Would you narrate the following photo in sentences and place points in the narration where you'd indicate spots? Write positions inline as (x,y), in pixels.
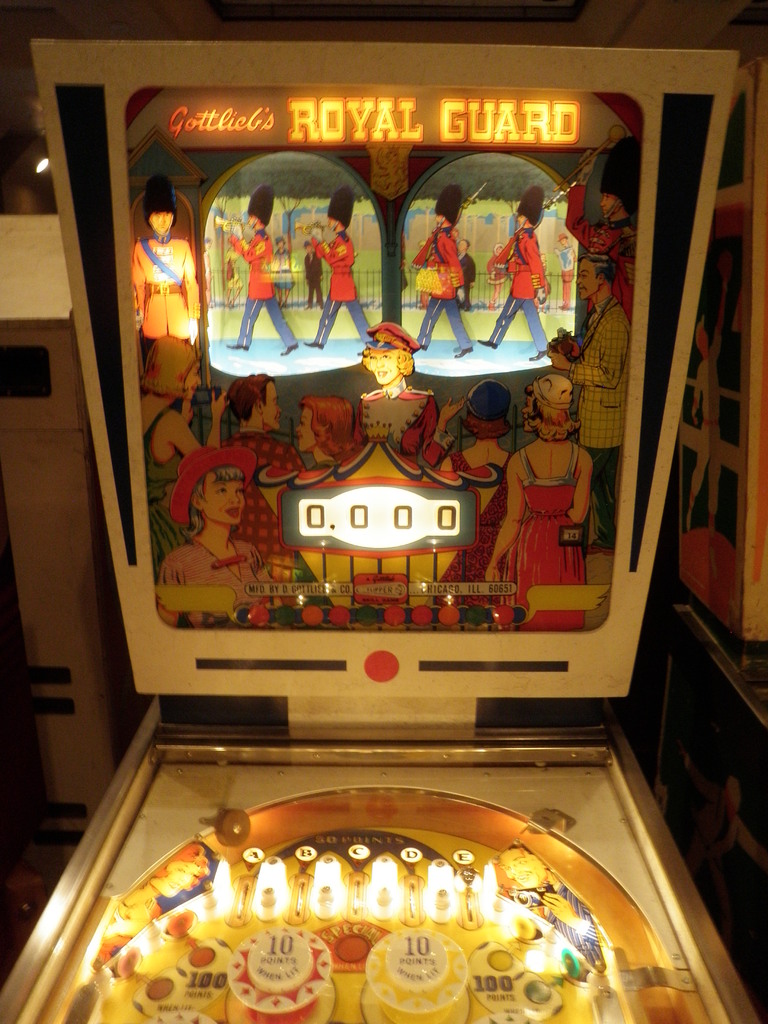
In this image we can see a gaming console (317,600), behind with it, we can see an object (75,587), and the wall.
